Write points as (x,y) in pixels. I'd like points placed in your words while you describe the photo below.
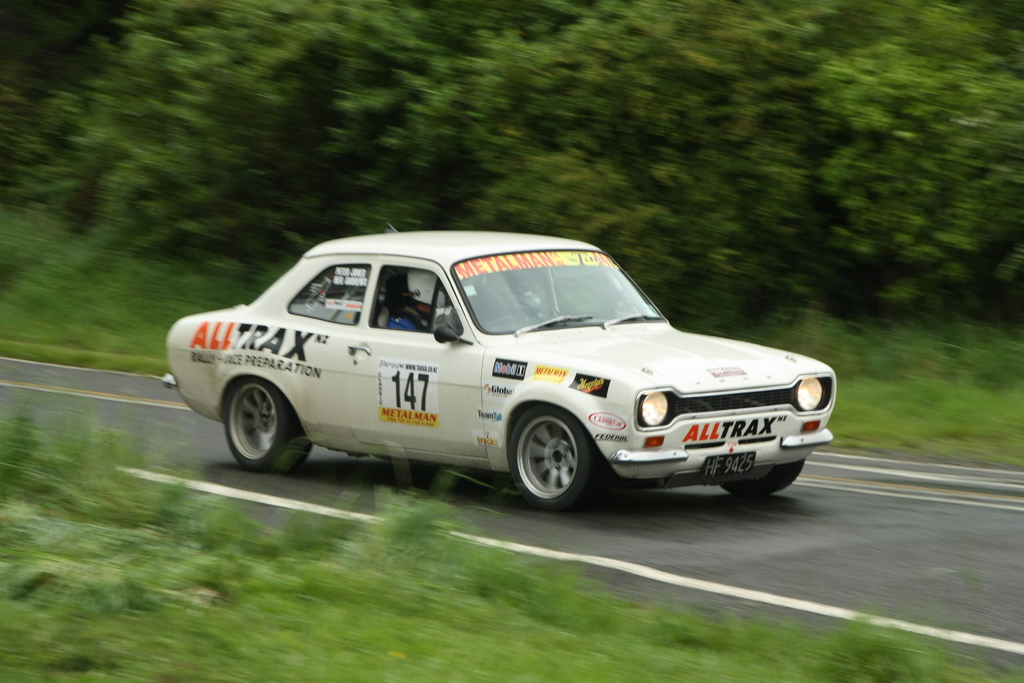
In this image there is white color car (469,385) in middle of this image (412,366) and there is a road (359,486) as we can see in middle of this image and there are some plants (198,521) at bottom of this image (370,577) and there are some trees (496,153) at top of this image (392,151).
